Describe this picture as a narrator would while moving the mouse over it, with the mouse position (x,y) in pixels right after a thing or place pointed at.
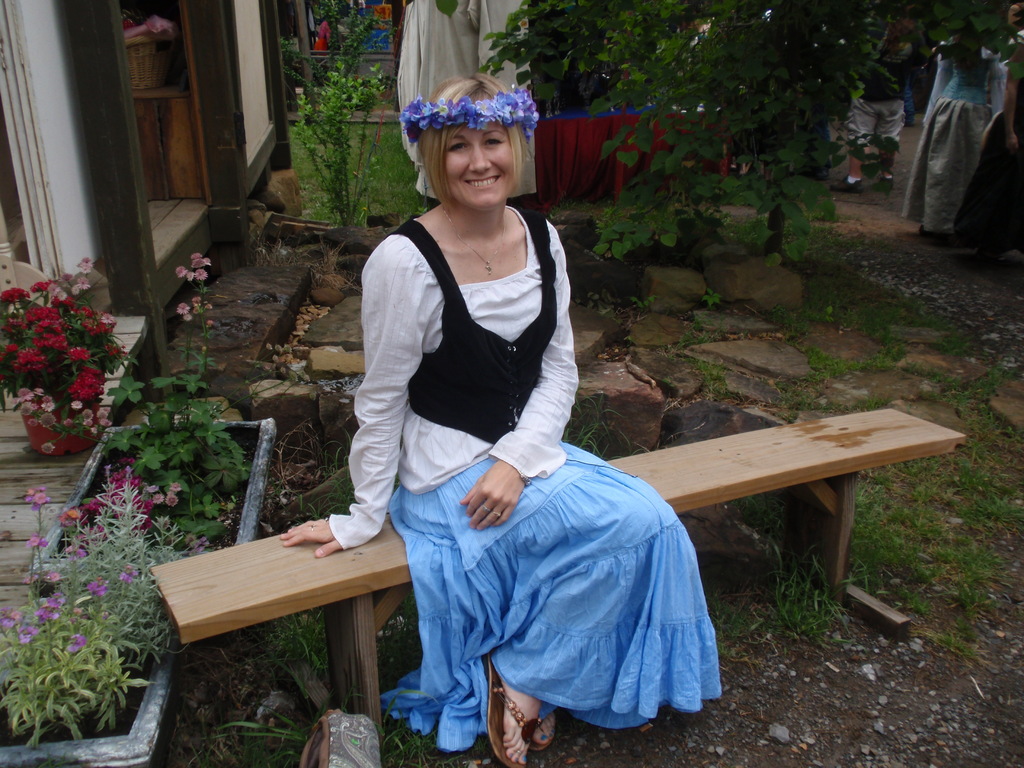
In this picture we can see a woman (460,724) sitting on the bench (808,454). She is smiling. And on the background (337,133) we can see some plants (73,350). And these are the red color flowers (45,338). And this is grass (969,521).
